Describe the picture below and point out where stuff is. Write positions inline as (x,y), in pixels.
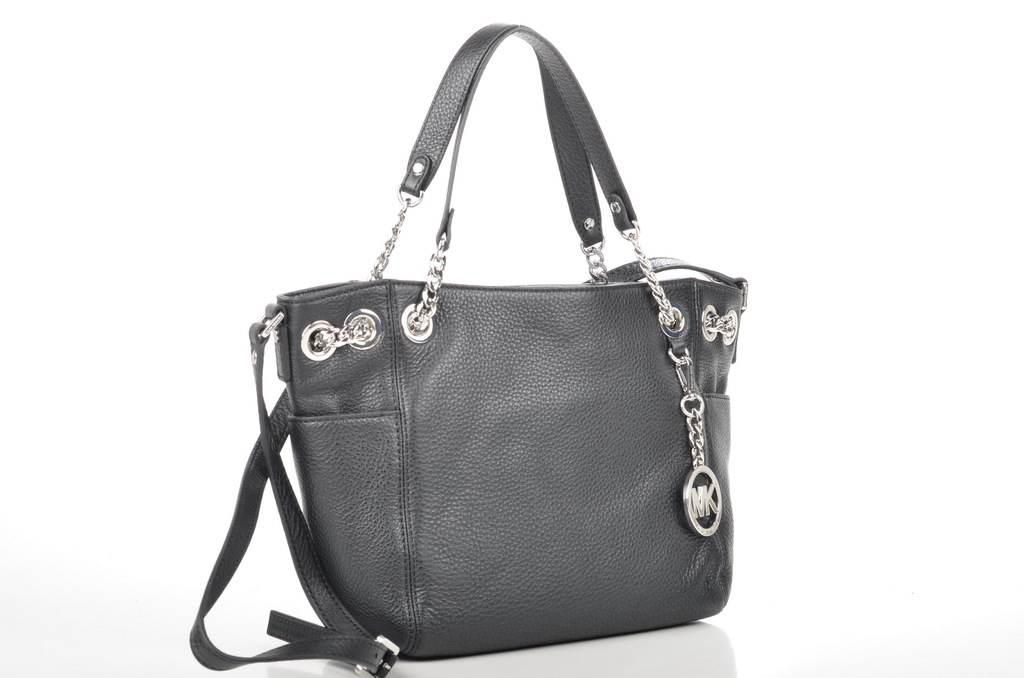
In the image there is a bag (490,347) which is in black color.
